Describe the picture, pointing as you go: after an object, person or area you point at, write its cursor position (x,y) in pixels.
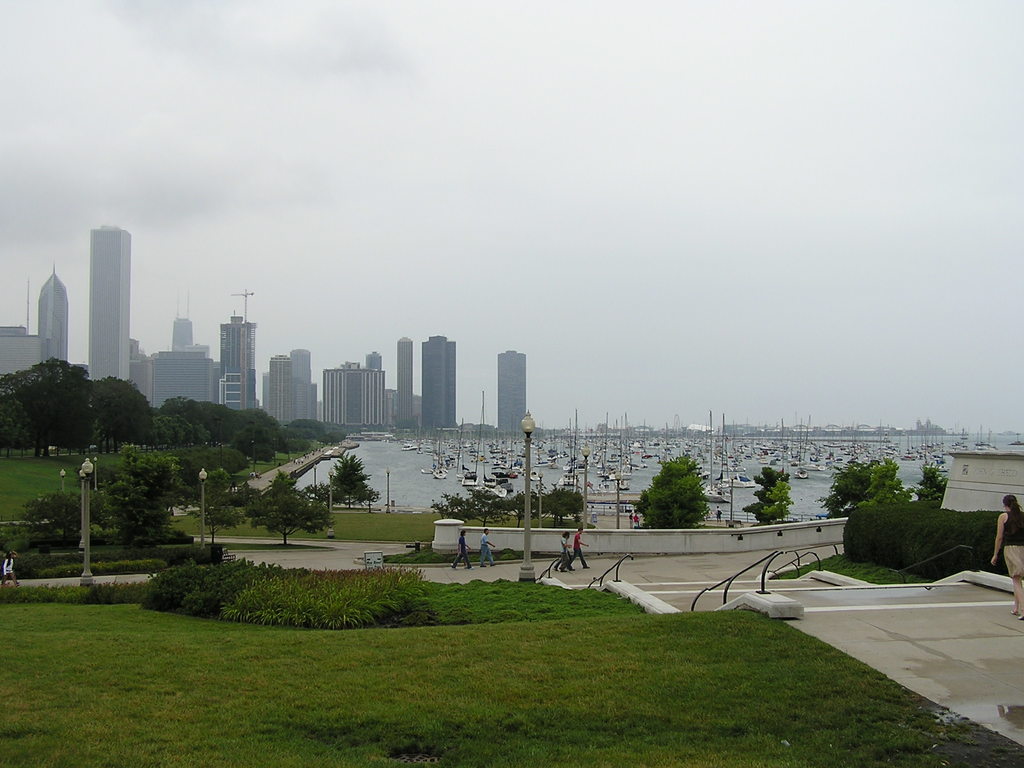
In this picture we can observe some grass (297,702) on the ground (724,569). There are some trees (83,413). We can observe poles (584,504). There are some people (483,552) walking in this path (642,572). There is a fleet (603,469) on the water (390,463). In the background (229,376) there are buildings (223,367) and a sky (415,220) with some clouds (325,204).
